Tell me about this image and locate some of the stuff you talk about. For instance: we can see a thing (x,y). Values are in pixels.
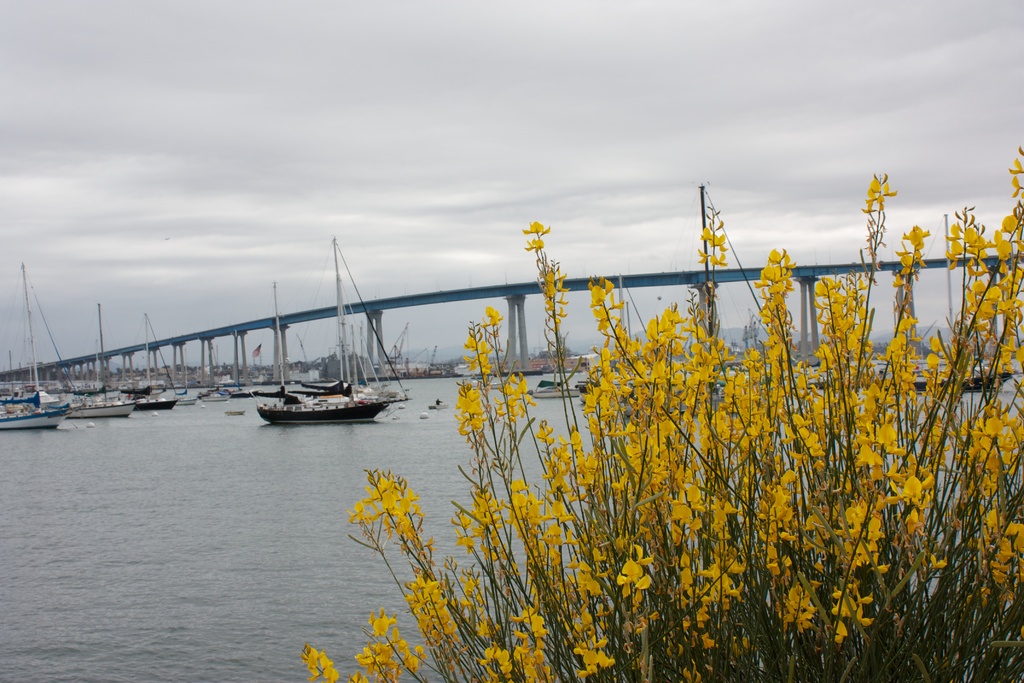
In this picture there are flower plants (662,457) at the bottom side of the image (674,490) and there are ships (103,369) in the background area of the image (282,334) on the water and there is a bridge (706,317) in the background area of the image (292,320).
